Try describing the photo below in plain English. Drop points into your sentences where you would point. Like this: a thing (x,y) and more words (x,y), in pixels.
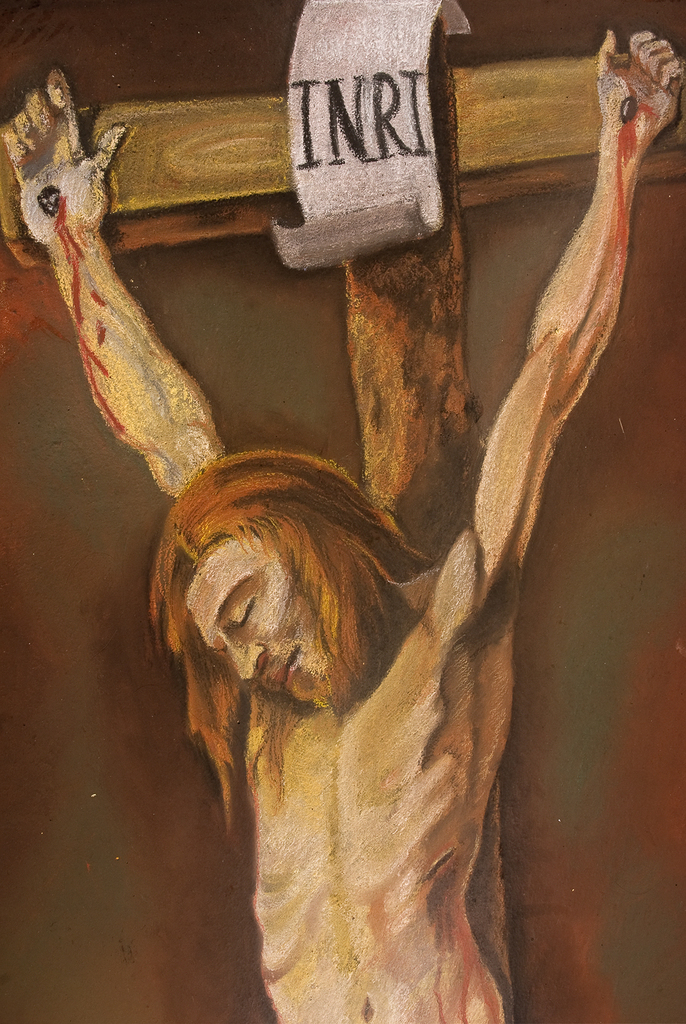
In this picture I can observe a painting (268,549) of Jesus (258,620). Behind the Jesus (323,679) there is a cross (157,123).
